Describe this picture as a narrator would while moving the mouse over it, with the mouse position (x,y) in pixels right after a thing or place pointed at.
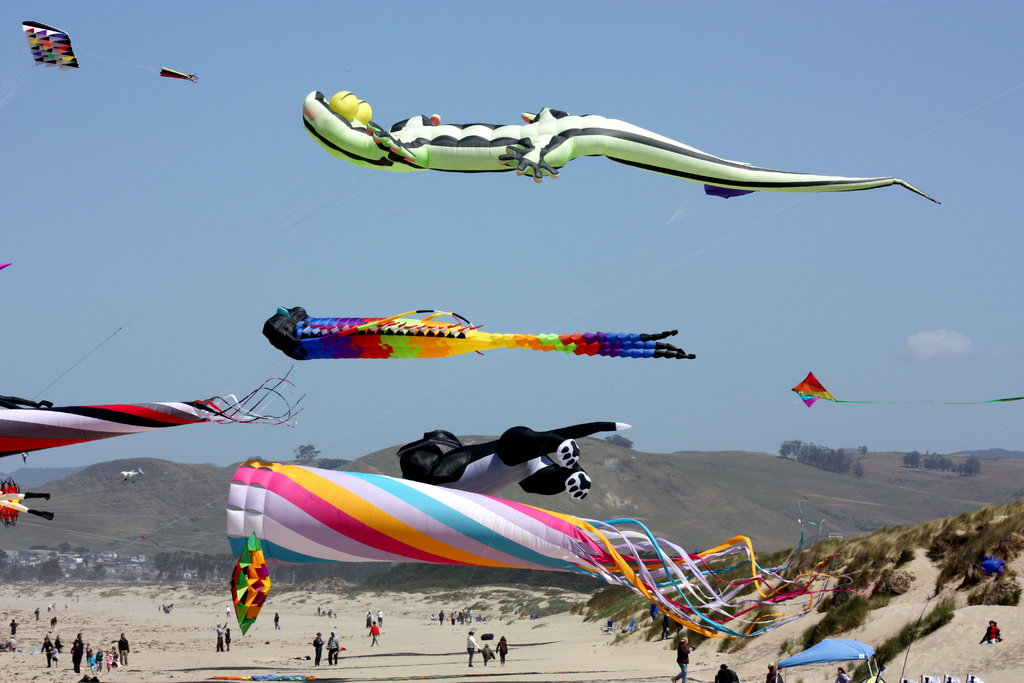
In this picture we can see kites (366,502) and group of people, in the background (622,461) we can see hills (781,476), trees (364,568) and clouds (929,332).
